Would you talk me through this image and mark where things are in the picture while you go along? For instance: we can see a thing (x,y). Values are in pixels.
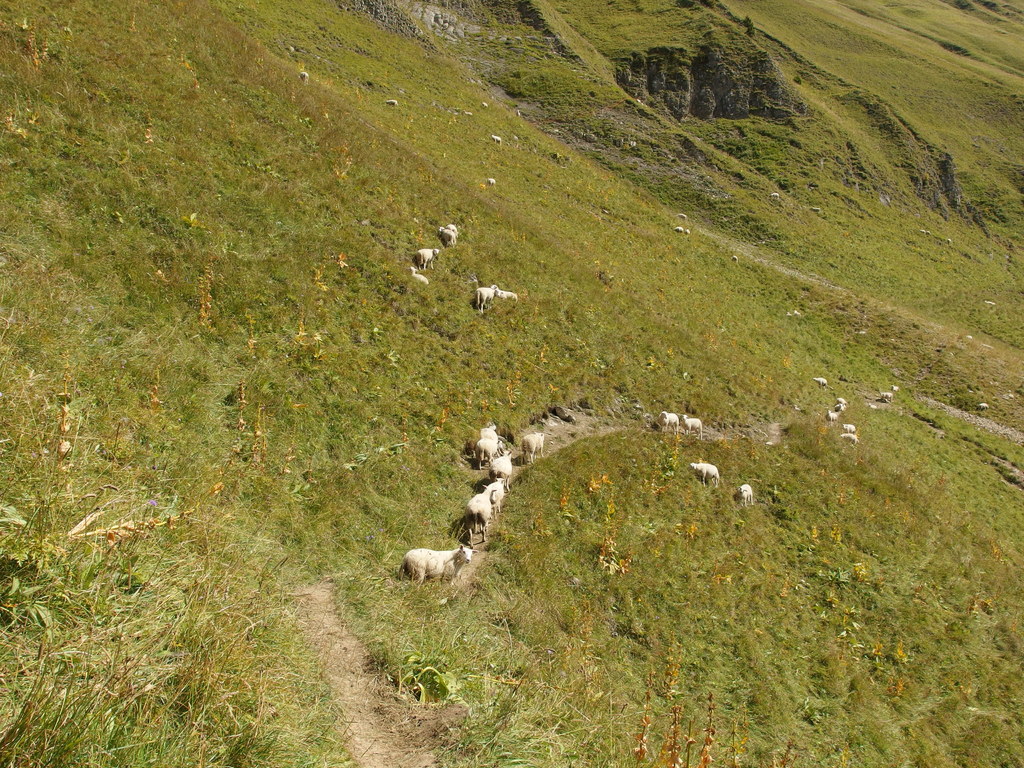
In this image, we can see plants (88,577), grass (266,615), walkway (379,766) and animals (420,556).
